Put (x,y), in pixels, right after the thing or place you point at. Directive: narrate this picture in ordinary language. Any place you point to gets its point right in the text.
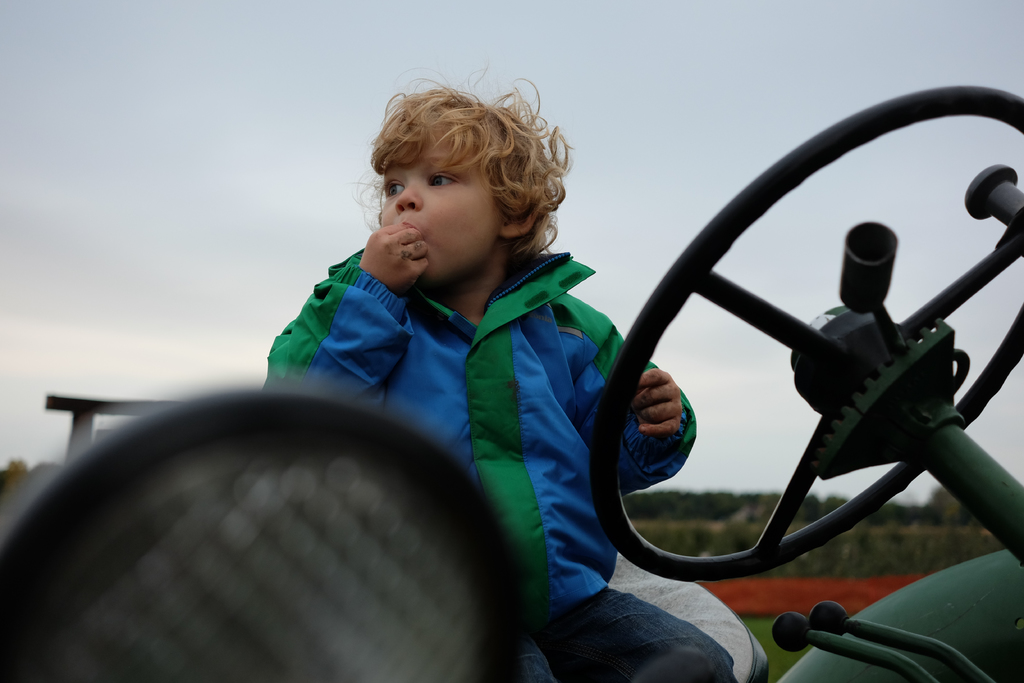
This is completely an outdoor picture. On the background of the picture (448,83) we can see a sky (515,58). These are the trees (729,506). This picture is mainly highlighted with a boy (553,596), sitting in the vehicle (433,458) and eating something with his hand (400,268). This boy (487,348) is wearing a jacket (486,414) which is blue and green in color. This is the steering (835,535) of the vehicle (844,400).
